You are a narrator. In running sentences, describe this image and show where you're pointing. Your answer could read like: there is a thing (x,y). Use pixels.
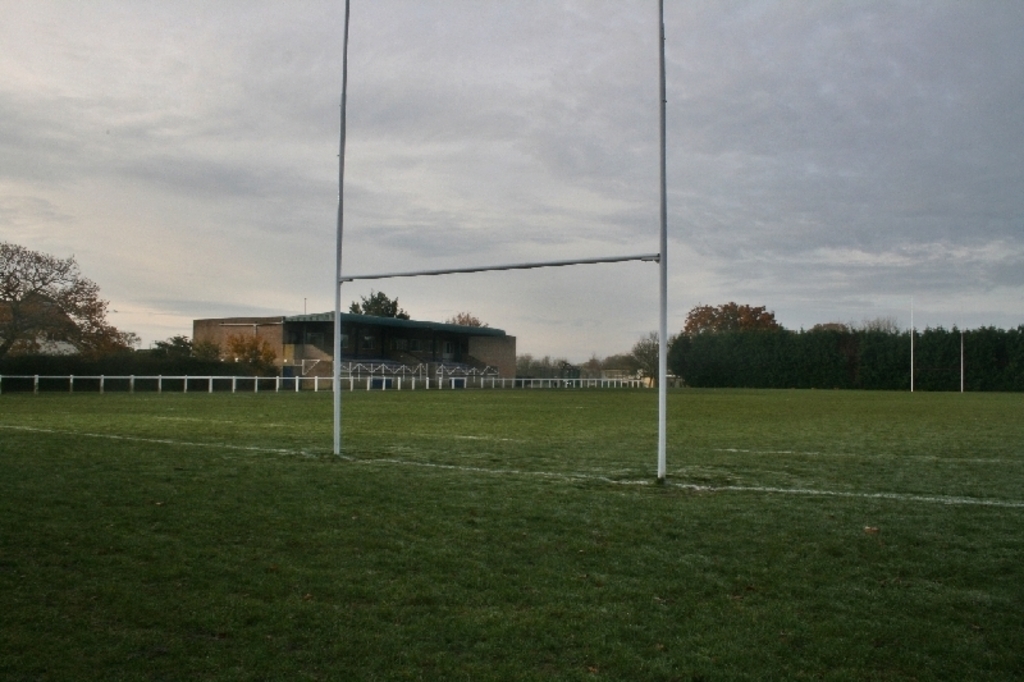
In this picture we can see grass (613,610) at the bottom (630,616), there are two poles (663,234) in the middle (665,391), in the background (763,341) there are some trees (804,351), we can see a house (476,336) here, there is the sky (519,101) at the top of the picture (457,104).
